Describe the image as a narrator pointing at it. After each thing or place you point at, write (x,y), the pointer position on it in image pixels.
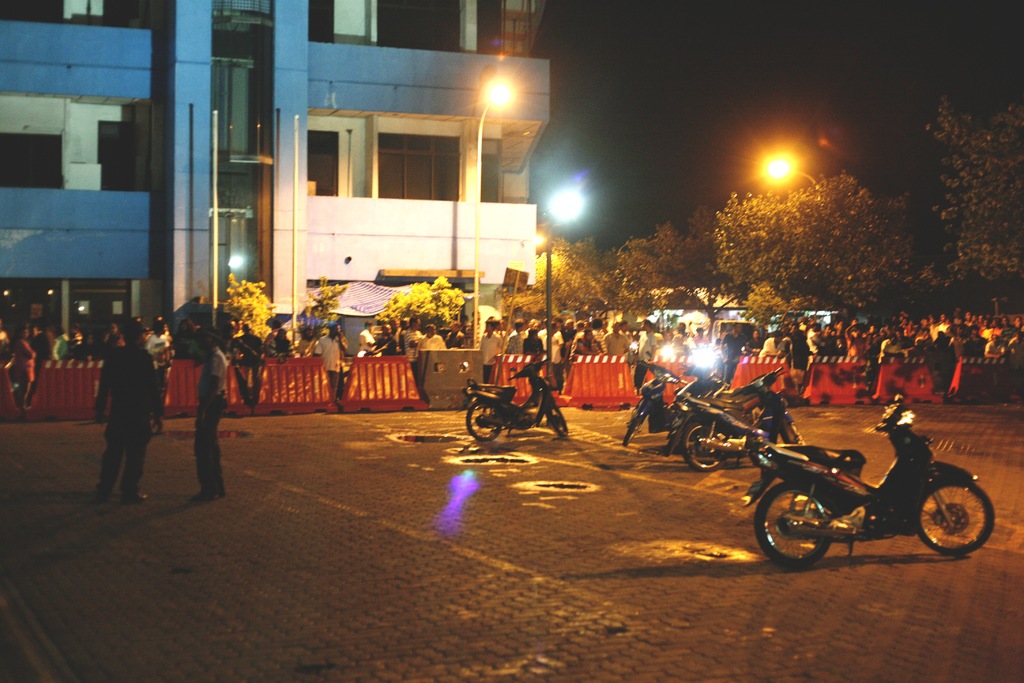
In this picture there are bikes (763,395) on the right side of the image (711,414) and there is a boundary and people (959,326) in the center of the image (437,379), there are buildings (119,168) and trees (1002,251) in the background area of the image (810,267).
